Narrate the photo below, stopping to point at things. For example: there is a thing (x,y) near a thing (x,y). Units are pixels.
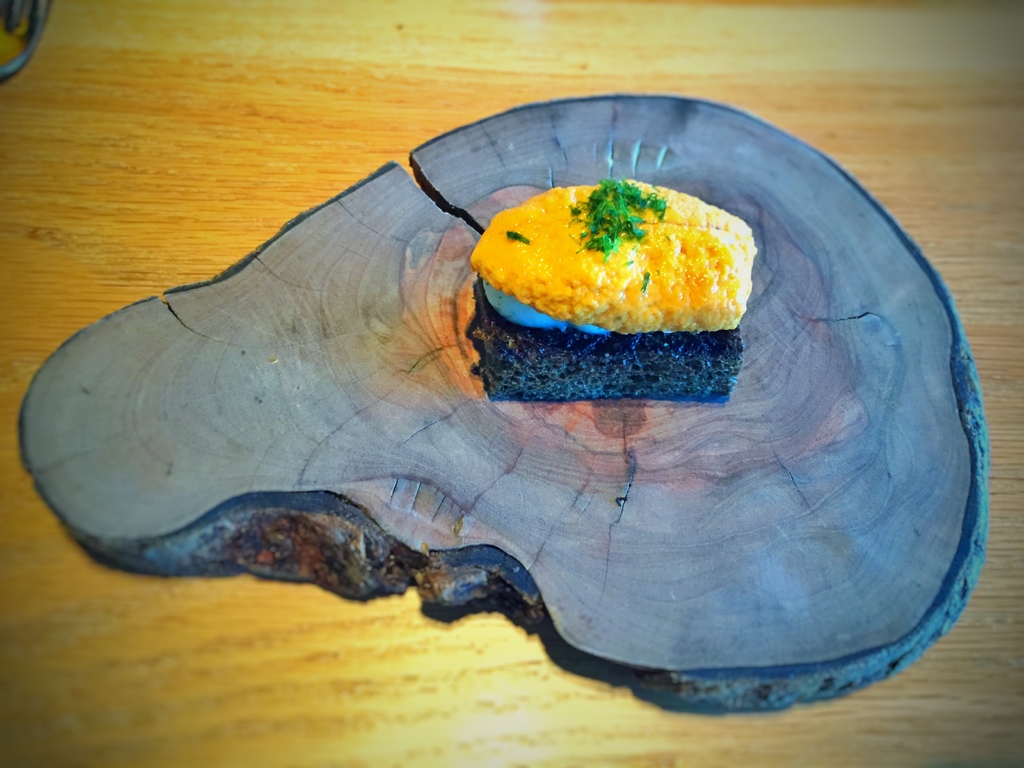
In this image there is a wooden table (648,741). On the table (329,601) there is a piece of a tree trunk (391,439). There is food (548,354) on the tree trunk (482,447).
